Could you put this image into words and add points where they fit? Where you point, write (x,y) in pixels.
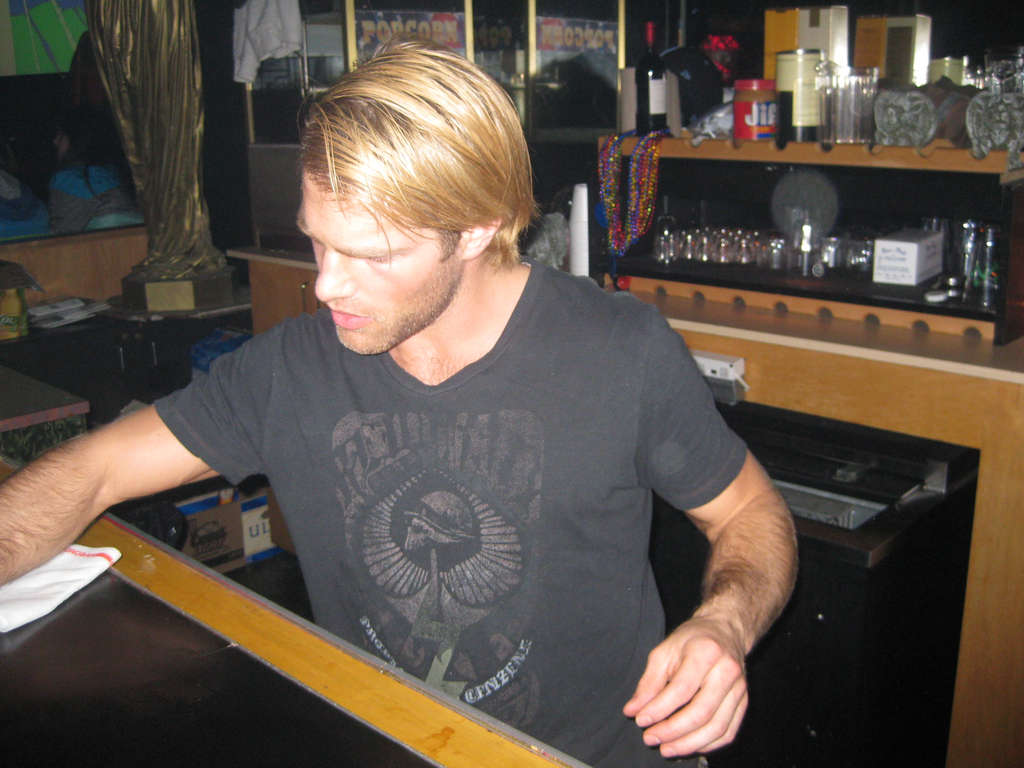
In this image I can see a person (623,355) wearing gray shirt (603,375) and holding a cloth (94,561) which is in white color. Background (917,343) I can see few glasses (968,281) on the wooden board (840,309) and I can also see few frames (579,59) attached to the wall (205,169).
